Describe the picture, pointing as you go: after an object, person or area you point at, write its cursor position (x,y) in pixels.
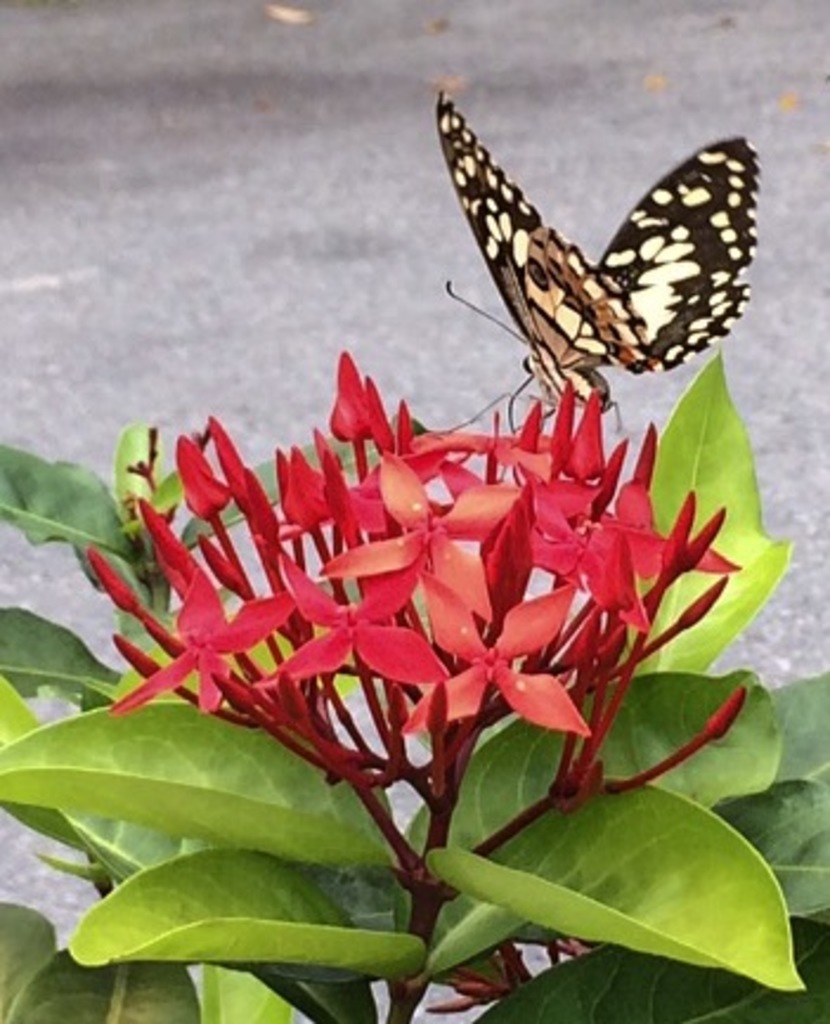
In this picture there is a butterfly (630,281) on the red flower (571,497). At the bottom (372,687) there is a plant (613,892). On the left (105,549) we can see leaves (96,841). At the top (228,206) there is a road (190,280).
